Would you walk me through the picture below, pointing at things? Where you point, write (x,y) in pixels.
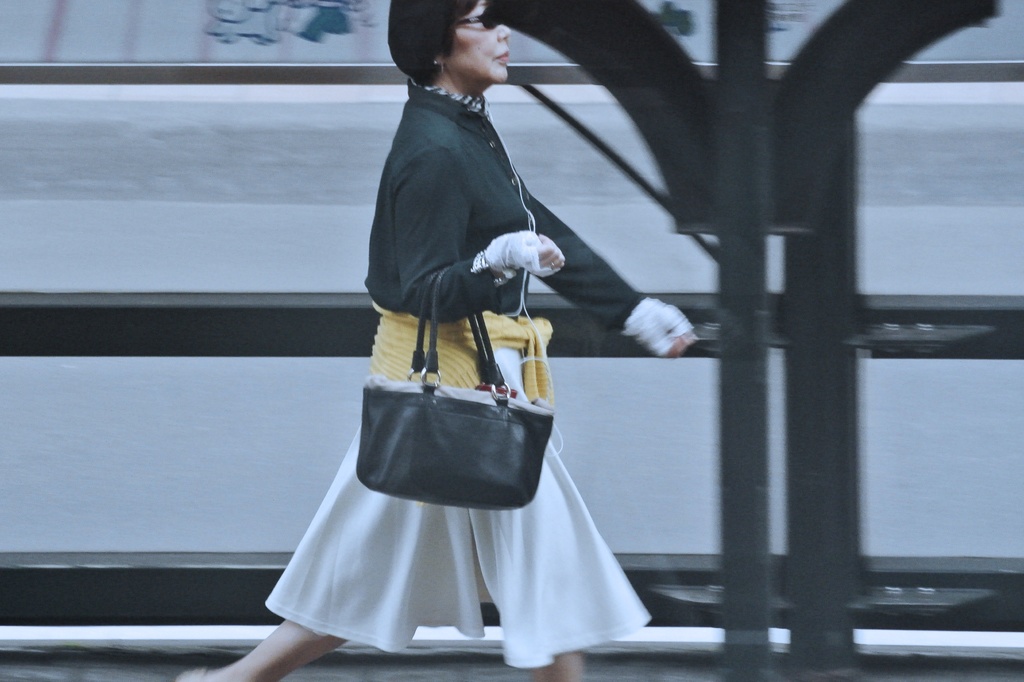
In the image there is a woman (441,214) in frock (451,546) and holding handbag (449,396) walking on the road (679,657), behind her there is a fence (819,640).
